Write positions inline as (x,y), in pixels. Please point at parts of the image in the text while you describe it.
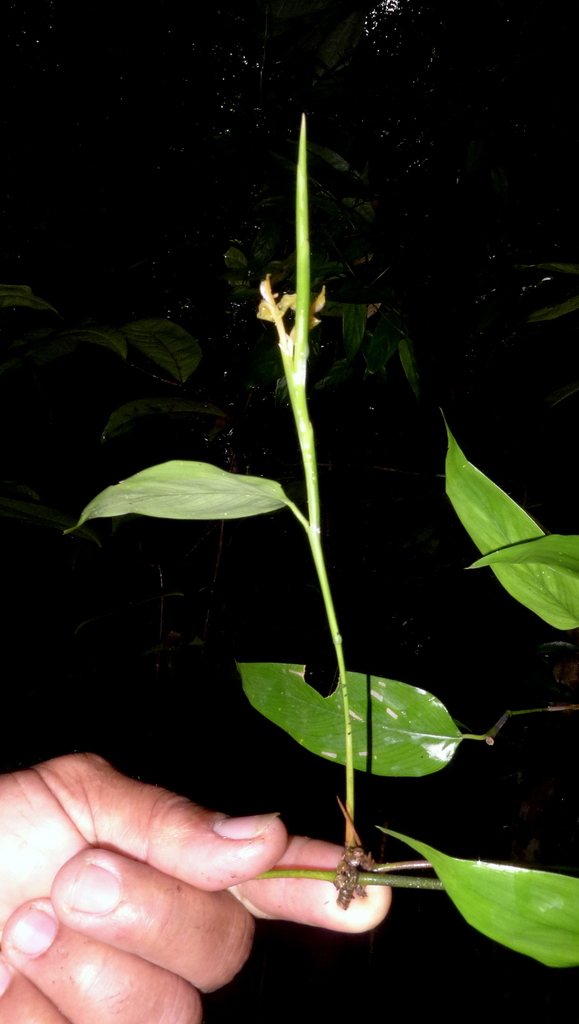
On the left side (58,958), there is a hand (107,855) of the person (114,829) holding a plant (531,909) which is having green color leaves (381,683). And the background (576,988) is dark in color.
